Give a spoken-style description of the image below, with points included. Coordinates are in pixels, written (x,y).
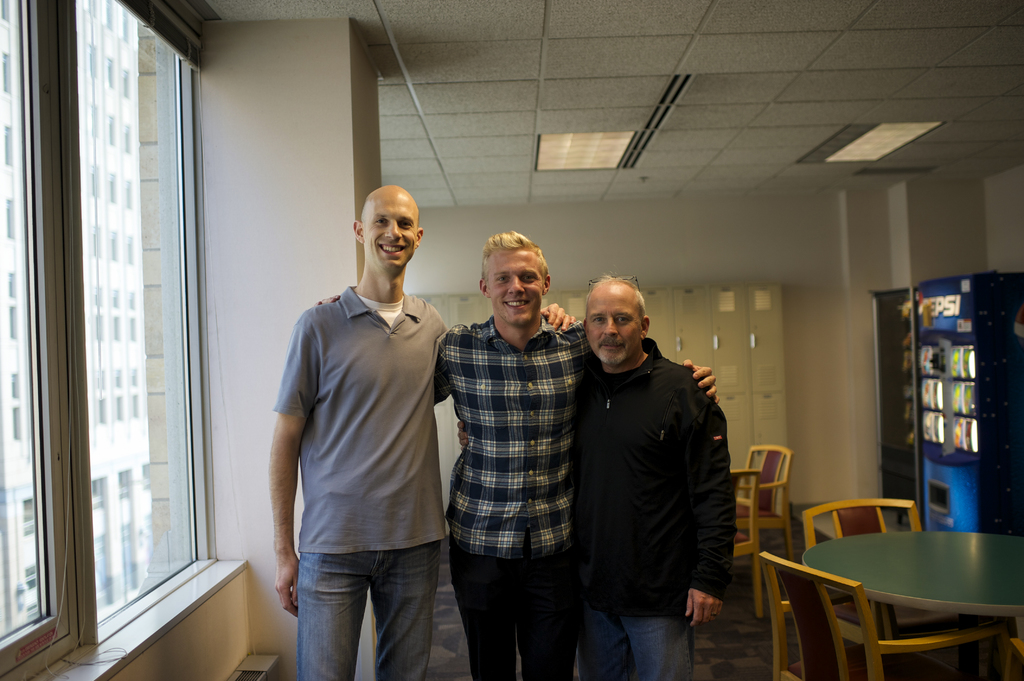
In this image, there is an inside view of a building (814,89). There are three persons (508,322) standing and wearing clothes (348,563). There is a window (101,366) on left side of the image (131,325). There are some chairs (761,495), table (948,582) and machine (953,397) in the bottom right of the image (886,518). There are two light (543,160) at the top right of the image (862,128).
